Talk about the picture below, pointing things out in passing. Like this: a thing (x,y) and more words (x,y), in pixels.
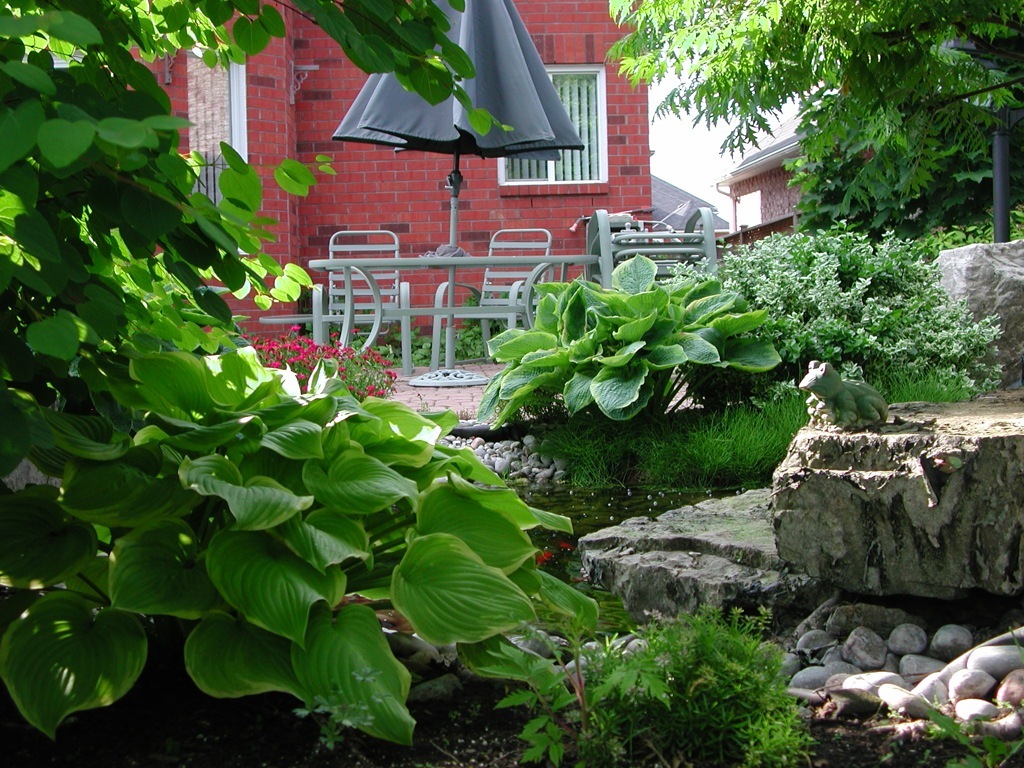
In the picture we can see some plants (606,721), and rock surfaces (645,608) and behind it, we can see a path (429,409) and near it, we can see some flowers (294,364) and we can see a table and chairs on it, we can see an umbrella (542,147) with a pole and in the background (312,214), we can see a house building (312,204) which is red in color with bricks (359,208) and beside it we can see some building (773,178) and a tree (857,174).
